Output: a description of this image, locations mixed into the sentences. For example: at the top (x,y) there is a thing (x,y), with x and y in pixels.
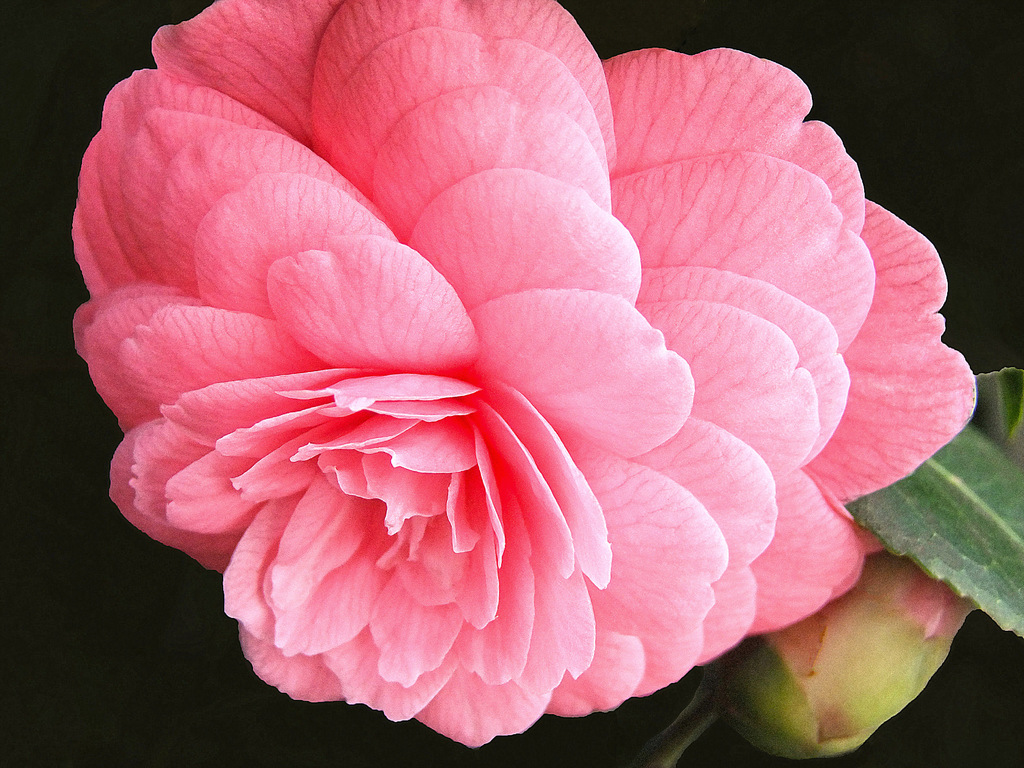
In this image I can see a pink colour flower (367,267), a green bud (851,628) and green leaves (965,465). I can also see black color in background (946,11).
